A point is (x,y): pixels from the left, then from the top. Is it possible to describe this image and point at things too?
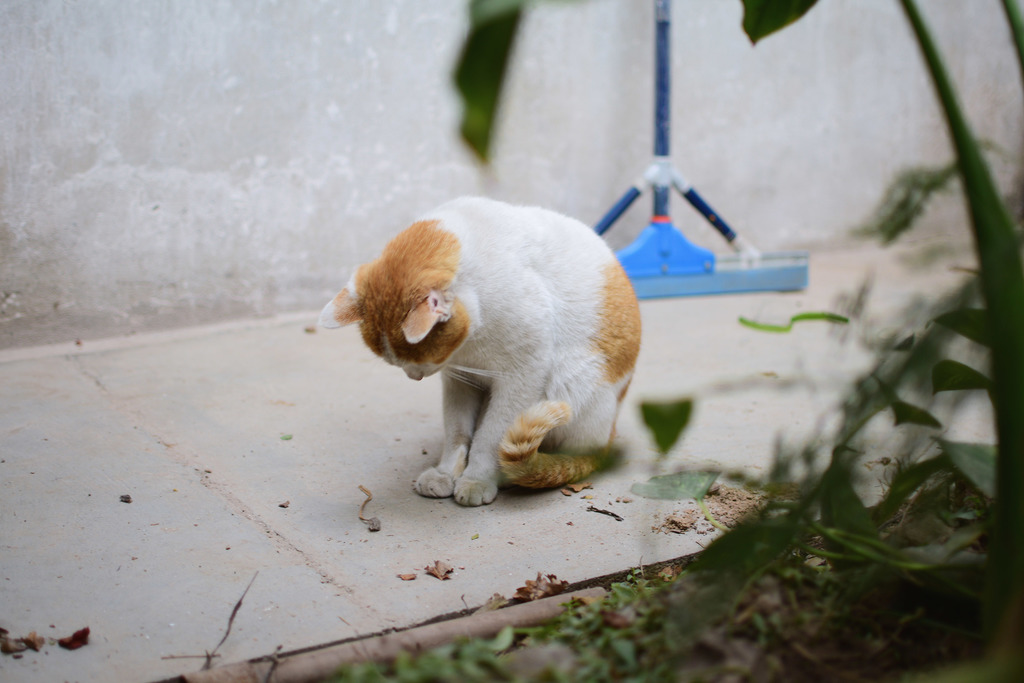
This image consists of plants (838,577) on the right side (1001,356). There is a cat (360,308) in the middle (458,405). It is in white color. There is a wiper (672,238) in the middle (657,241). It is in blue color.
